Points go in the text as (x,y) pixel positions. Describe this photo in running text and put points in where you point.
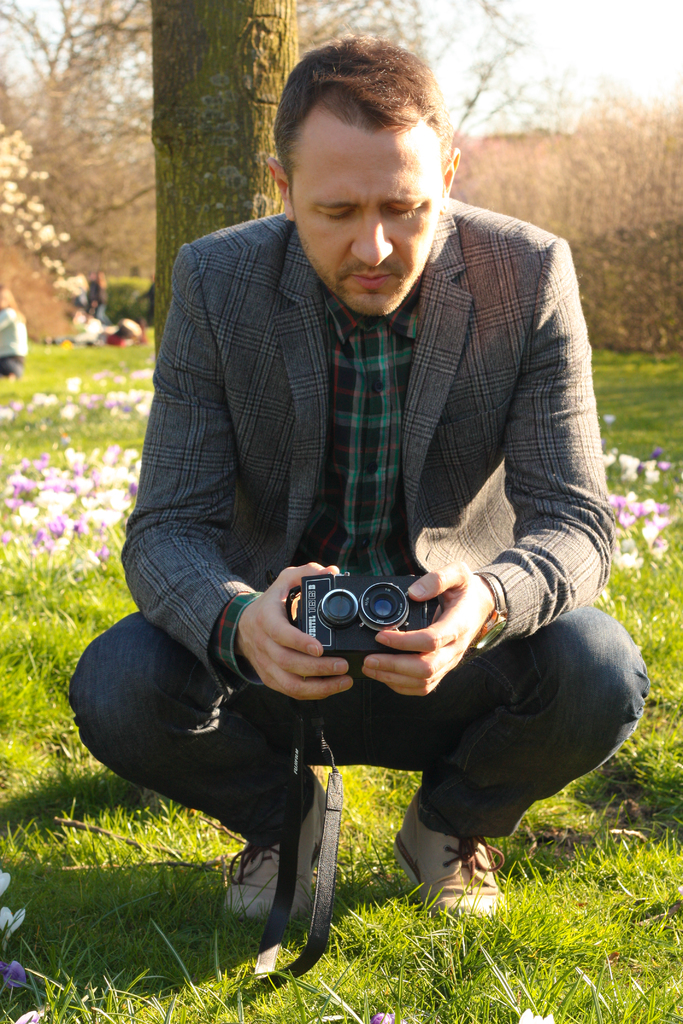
In this image, Human (421,508) is holding a camera (359,634) on his hand (393,685). He wear shoe (440,852), suit (466,559), shirt (387,493). And at the bottom (401,964), we can see a grass (117,959), flowers (14,966), plants (58,503). Backside there is a trunk (214,68), some bare trees (105,183). Few peoples (1,296) are there at the left side of the image (83,323).
